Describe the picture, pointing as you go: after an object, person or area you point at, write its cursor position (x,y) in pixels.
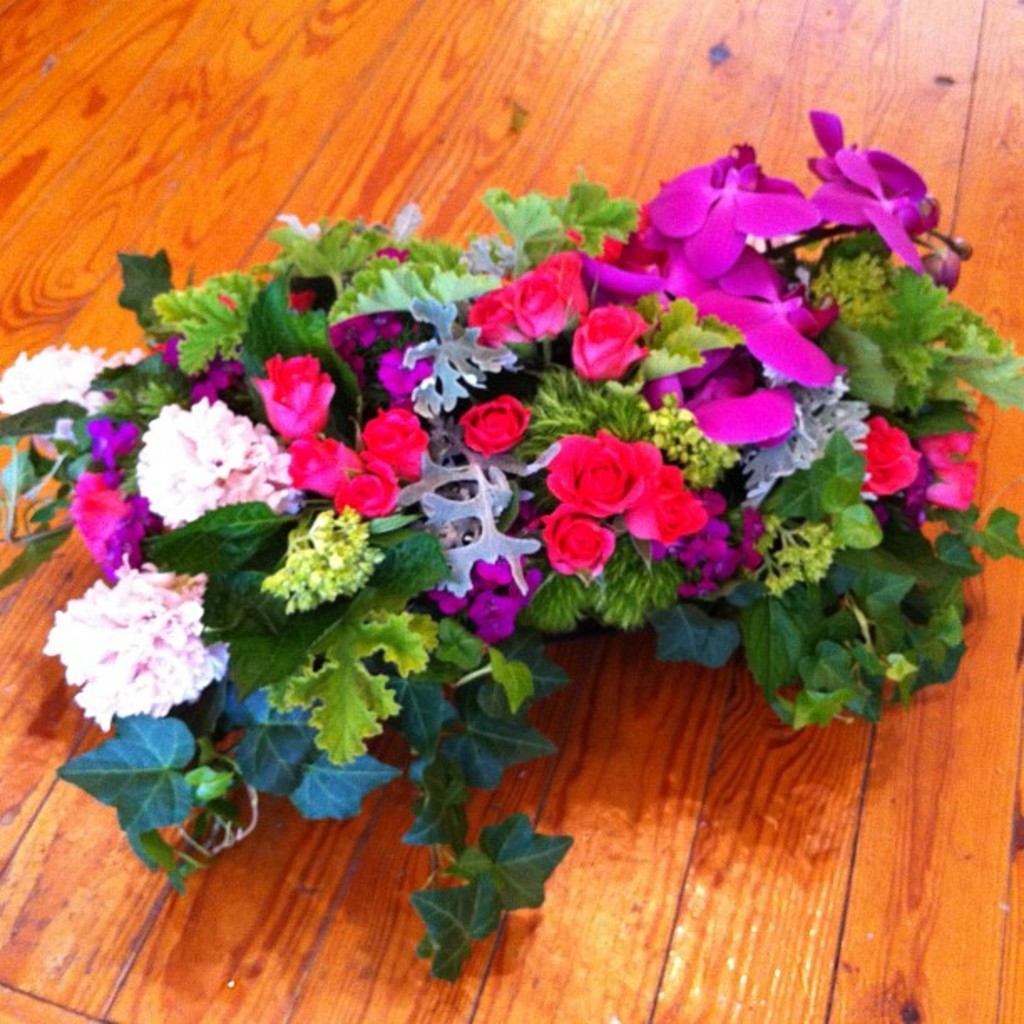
In this picture I can see the brown color surface (893,102) on which there are number of flowers (546,282) which are of white, pink and red color. I can also see few leaves (332,422).
